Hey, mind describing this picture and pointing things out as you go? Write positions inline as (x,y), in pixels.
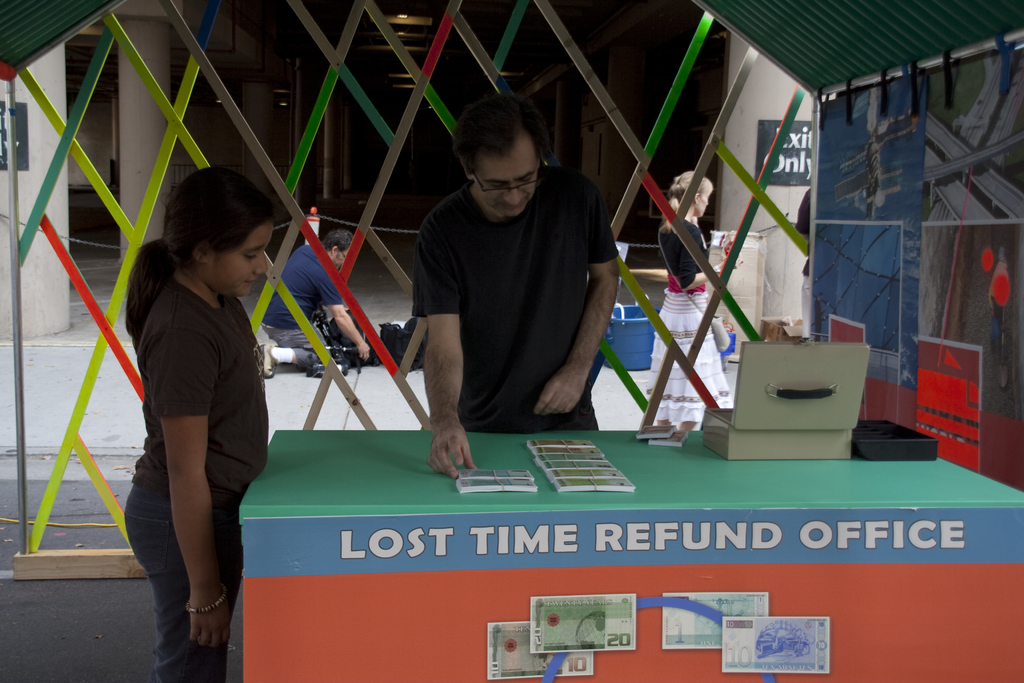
In this picture there is a man (578,349) touching the object (484,472) kept on a table (376,499) and is a girl (138,484) standing beside him. In the backdrop (317,275) is a person (320,299) and a woman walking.
